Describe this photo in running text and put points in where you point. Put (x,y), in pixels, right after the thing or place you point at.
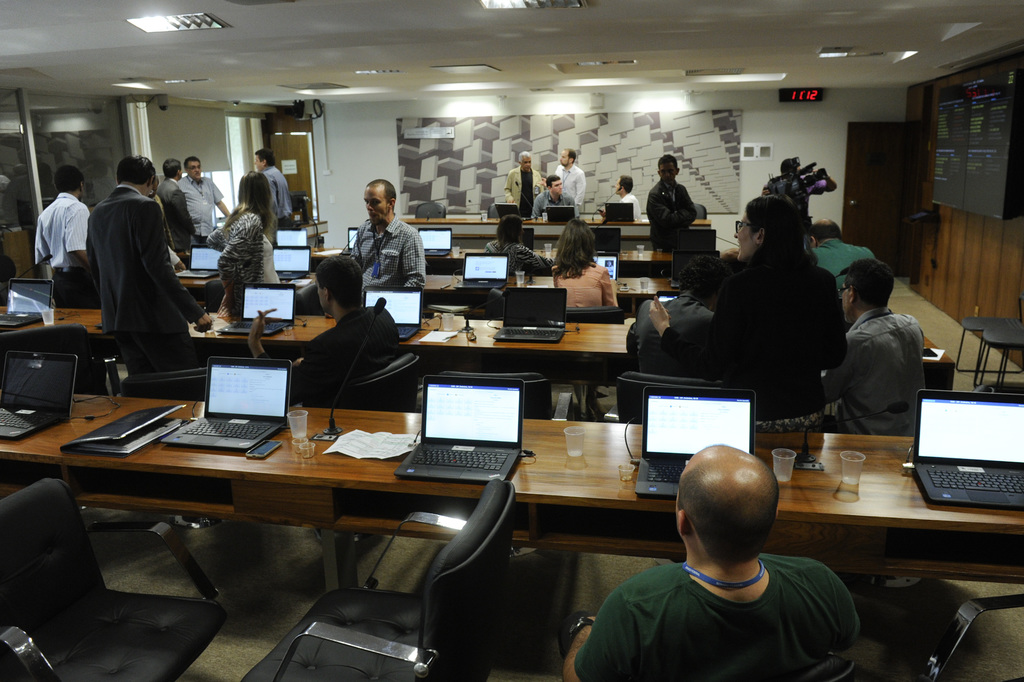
As we can see in the image there is a white color wall (353,153), few people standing and sitting here and there and there are chairs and tables (561,463). On tables (615,444) there are laptops (509,458), glasses (579,440) and papers (336,451).
